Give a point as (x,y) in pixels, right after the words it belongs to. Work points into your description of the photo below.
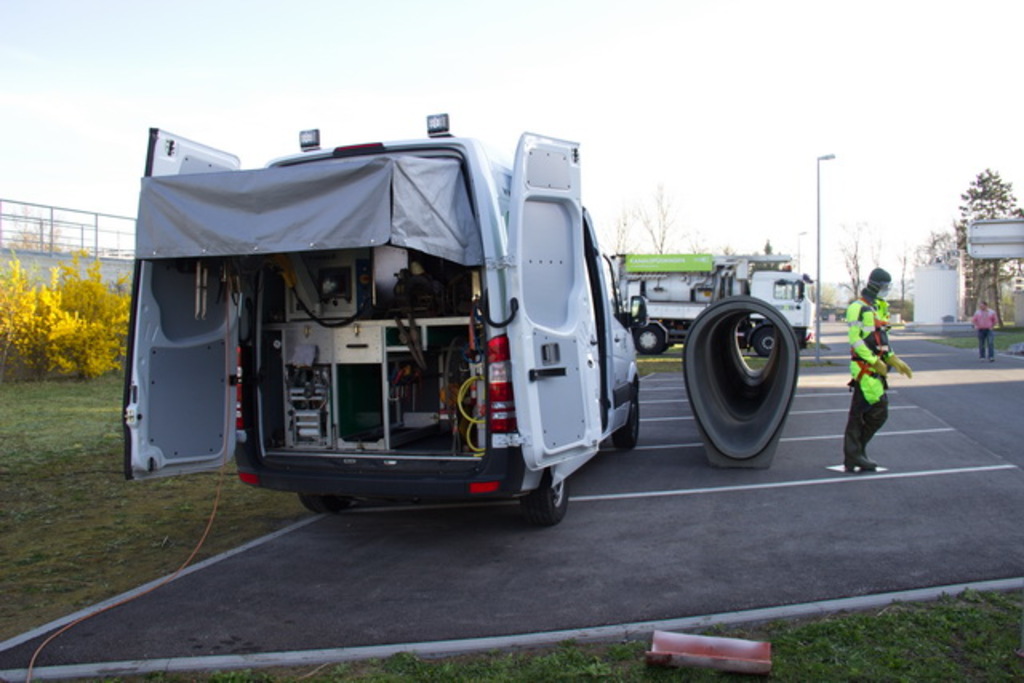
In this image, I can see a truck (684,274), vehicle (466,301) with machines (449,389), street light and few other objects (789,363) on the road (830,471). On the right side of the image (850,450), there is a person (991,318) standing. On the left side of the image (62,379), I can see the plants (81,328) and the grass (82,418). In the background (722,201), there are trees (934,235) and the sky (729,241).
